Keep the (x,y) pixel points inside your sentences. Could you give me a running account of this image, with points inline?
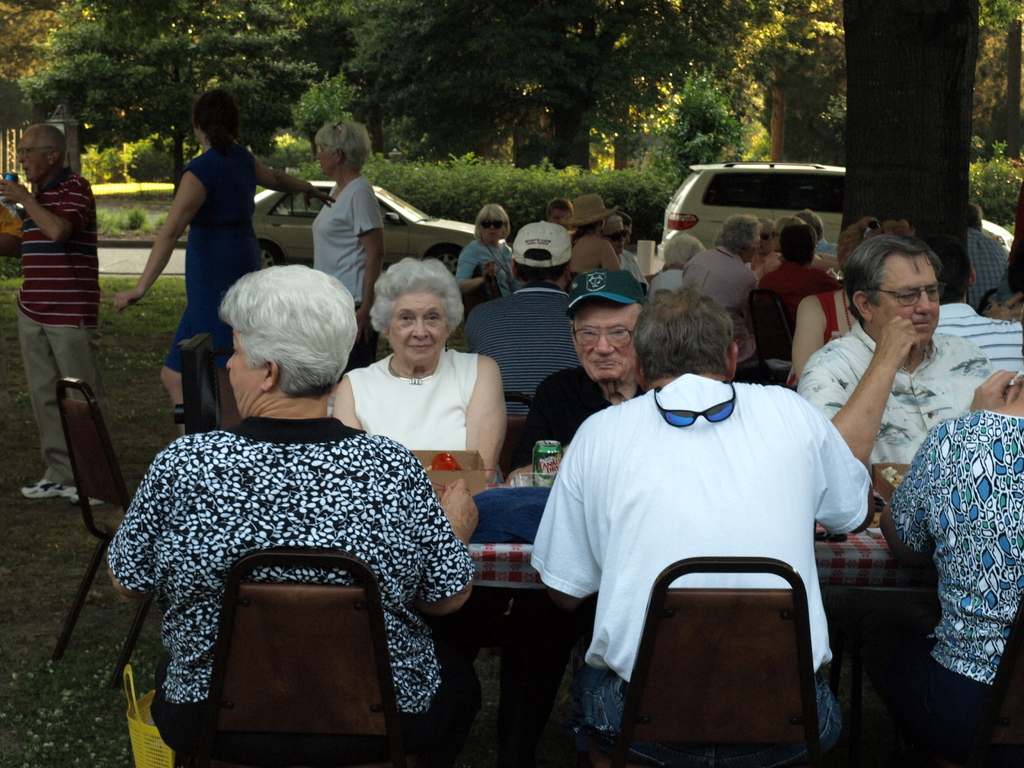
In the image we can see there are people (318,401) who are sitting on a chair (743,615) in front of them there is a table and at the back (276,252) there are cars (734,175) which are parked on the road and on the other side there are lot of trees (437,48) and few people (319,237) are standing over here.
